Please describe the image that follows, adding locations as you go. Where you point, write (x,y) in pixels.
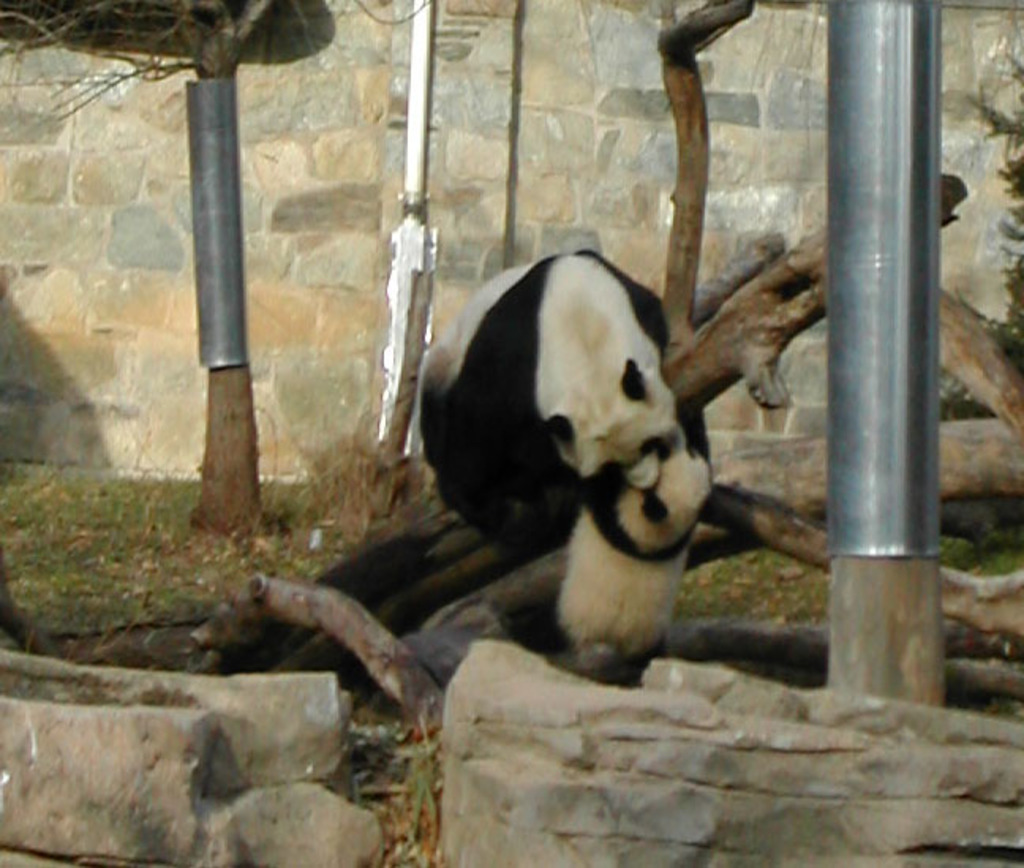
In the picture we can see two pandas (641,641), one panda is sitting on the tree branch (973,664) and one is sitting under it and besides, we can see a pole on the rock wall (547,833) and behind also we can see some poles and wall (473,94).
